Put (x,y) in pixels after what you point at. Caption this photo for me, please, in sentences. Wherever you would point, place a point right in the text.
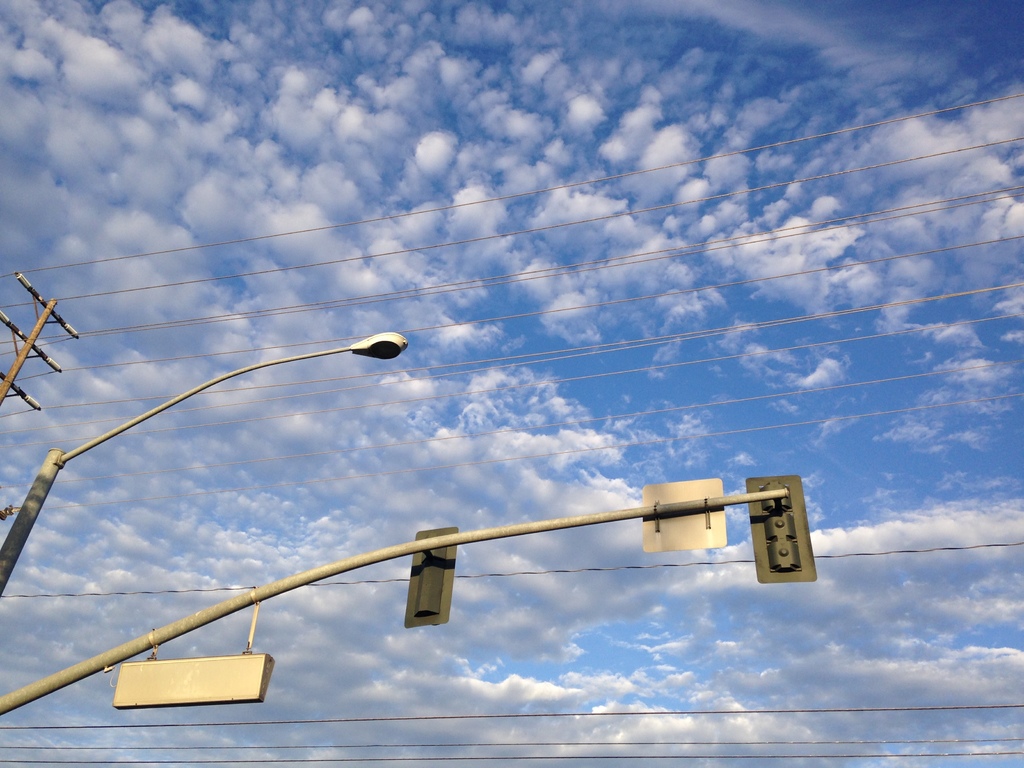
In this image we can see an electric pole (35,288) connected with wires (190,282), there is a light pole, there are boards (673,524) on a pole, also we can see the cloudy sky (565,447).
